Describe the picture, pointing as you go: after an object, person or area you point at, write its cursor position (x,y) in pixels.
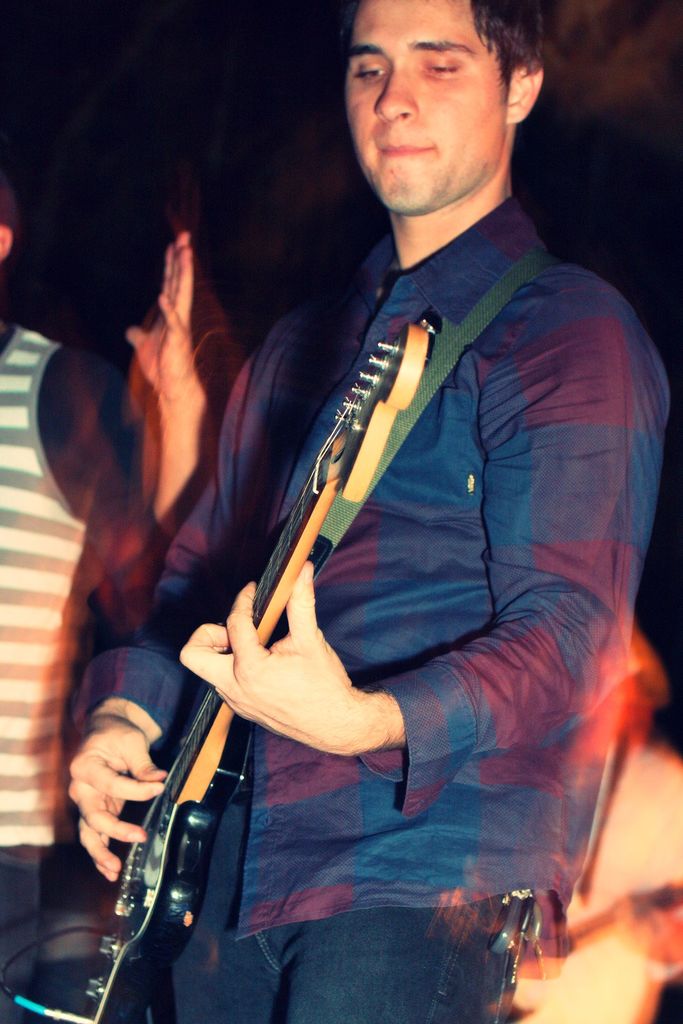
In this image we have a man (455,944) standing and playing a guitar (186,752) and at the back ground (39,927) we have another person (3,787) standing.
